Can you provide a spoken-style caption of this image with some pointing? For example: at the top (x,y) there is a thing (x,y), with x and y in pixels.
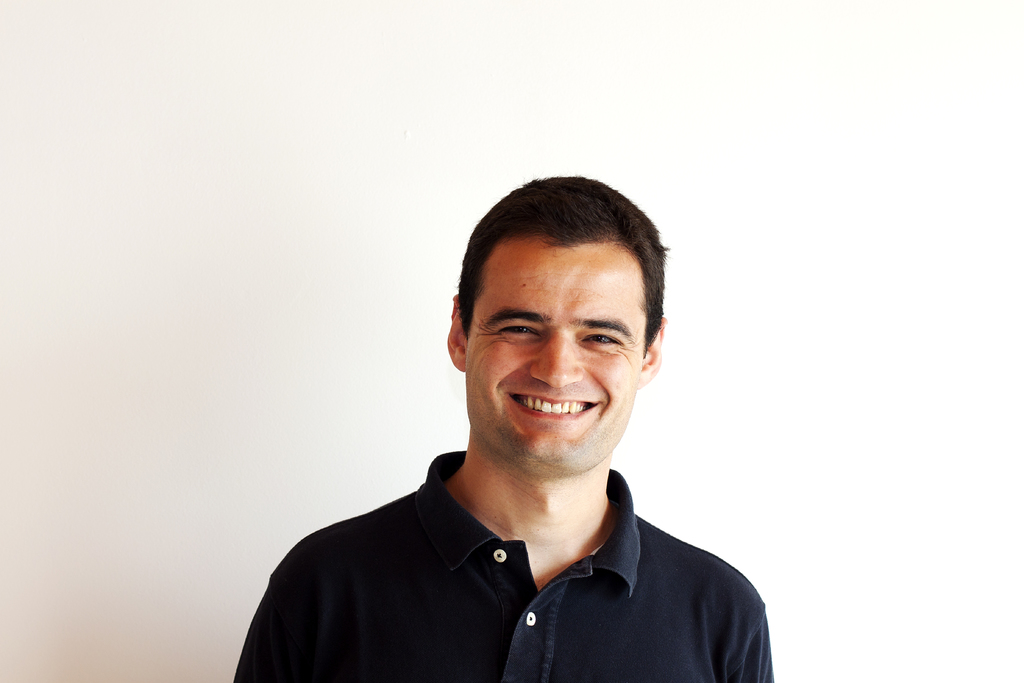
In this image we can see a man (501,582) smiling.
